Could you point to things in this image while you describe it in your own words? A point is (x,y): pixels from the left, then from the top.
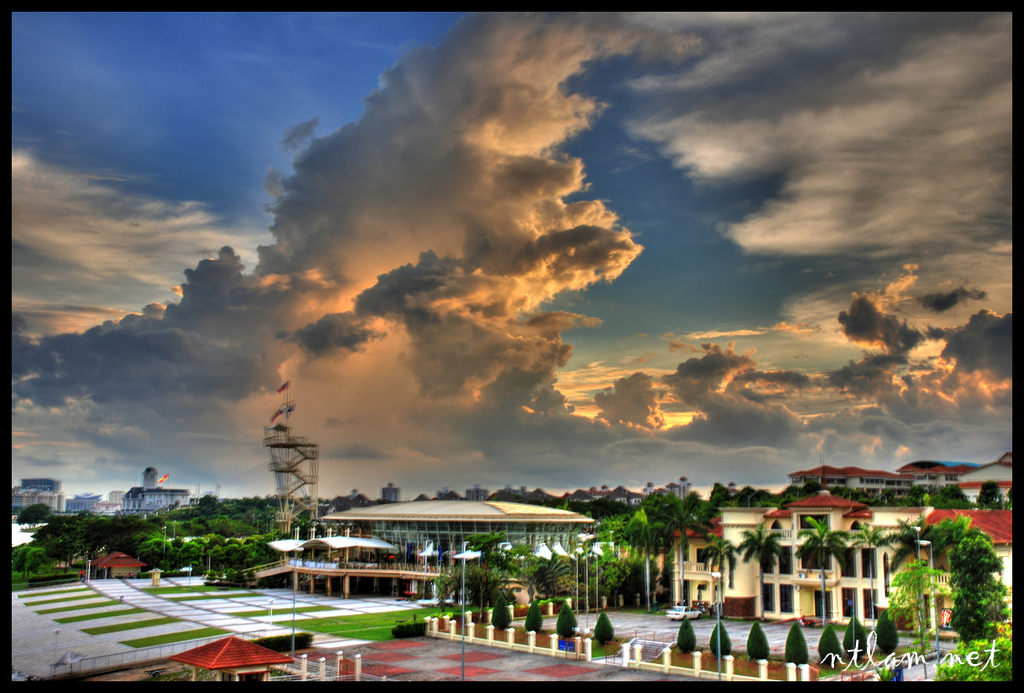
In this image we can see some buildings (532,506), houses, trees (241,560) and at the top of the image (292,125) there is sunny sky (258,267).
